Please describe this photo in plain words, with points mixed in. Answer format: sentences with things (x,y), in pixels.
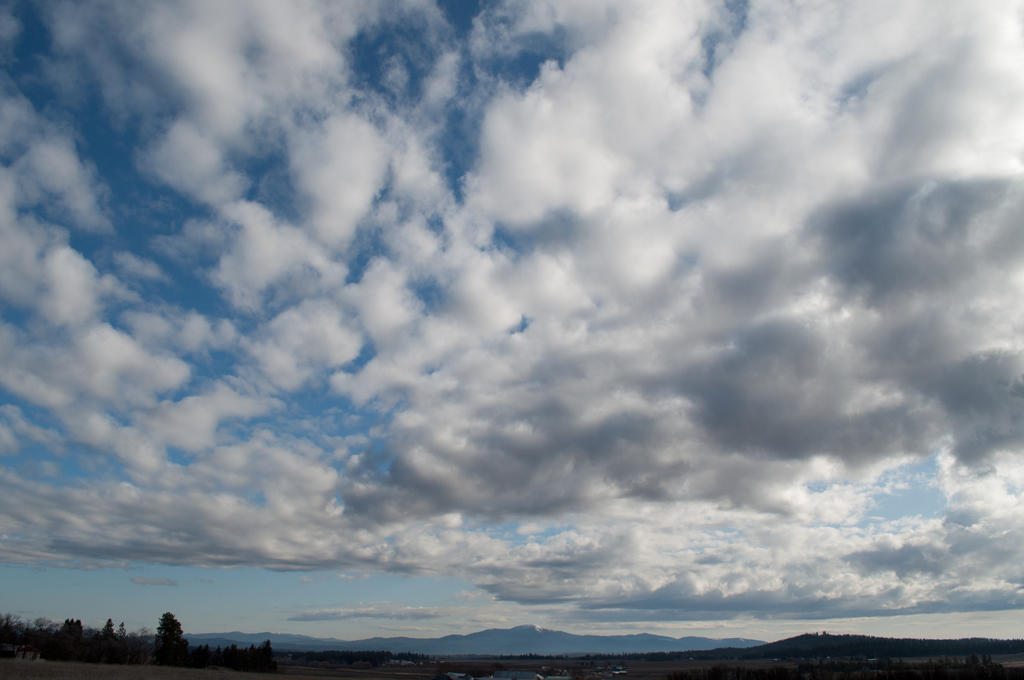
At the bottom (712,665) I can see trees (407,654), fields (508,667) and mountains (766,648). In the background (930,619) I can see the sky (282,237). This image is taken may be near the mountains (396,646).
